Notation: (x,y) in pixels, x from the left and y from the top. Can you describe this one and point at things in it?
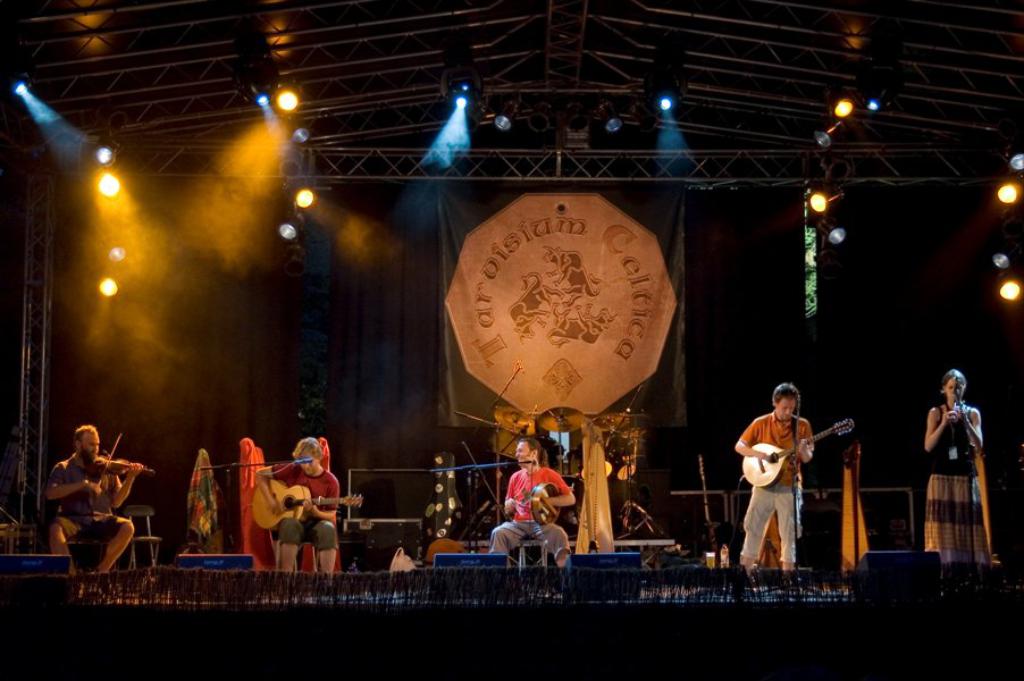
In this picture I can observe a music band (544,522) on the stage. There are five members (965,529) on the stage (544,563). All of them are playing musical instruments (753,457) in their hands (959,416). One of them is a woman (950,534). In the background (355,466) I can observe curtains (375,366) and lights (236,187).
